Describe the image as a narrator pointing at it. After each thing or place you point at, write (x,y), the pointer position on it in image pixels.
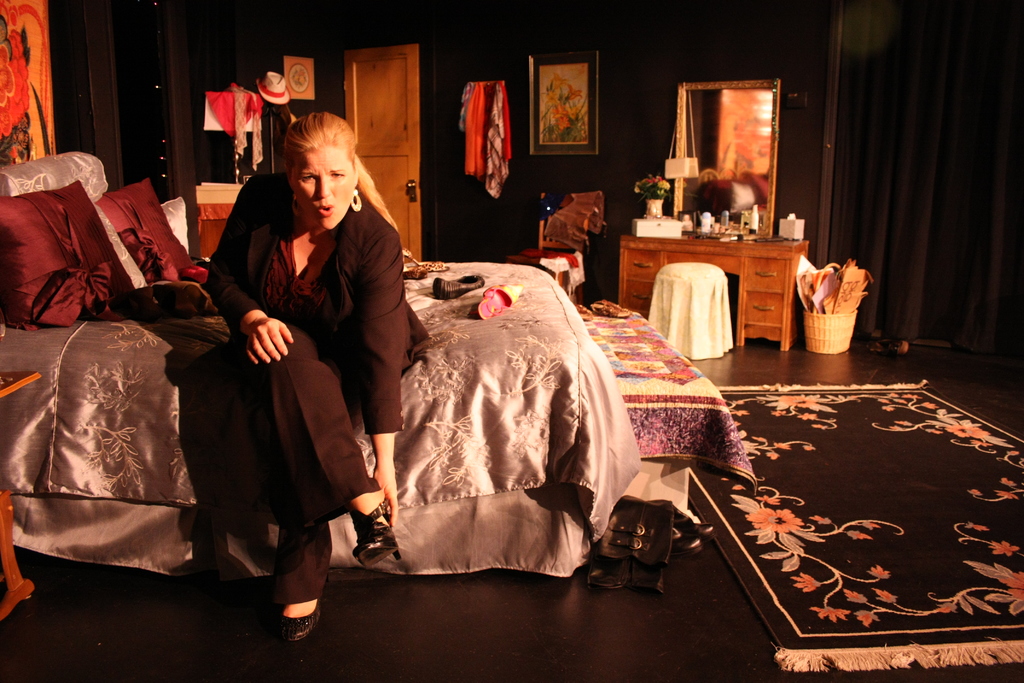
In this image, there is a woman (292,387) sitting on a bed (447,328). I can see cushions (95,253), shoe (456,291) and few other things (423,275) are placed on a bed (508,353). On the right side of the image (763,324), there is a basket (836,331), stool (689,331), dressing table (693,247), carpet (793,558), shoes (633,559) and few other things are placed on the floor (694,566). In the background (306,97), there is a door (416,187), clothes (483,109) hanging and a photo frame (550,131) attached to the wall (437,136). On the left side of the image (47,136), I can see a poster (27,74).
